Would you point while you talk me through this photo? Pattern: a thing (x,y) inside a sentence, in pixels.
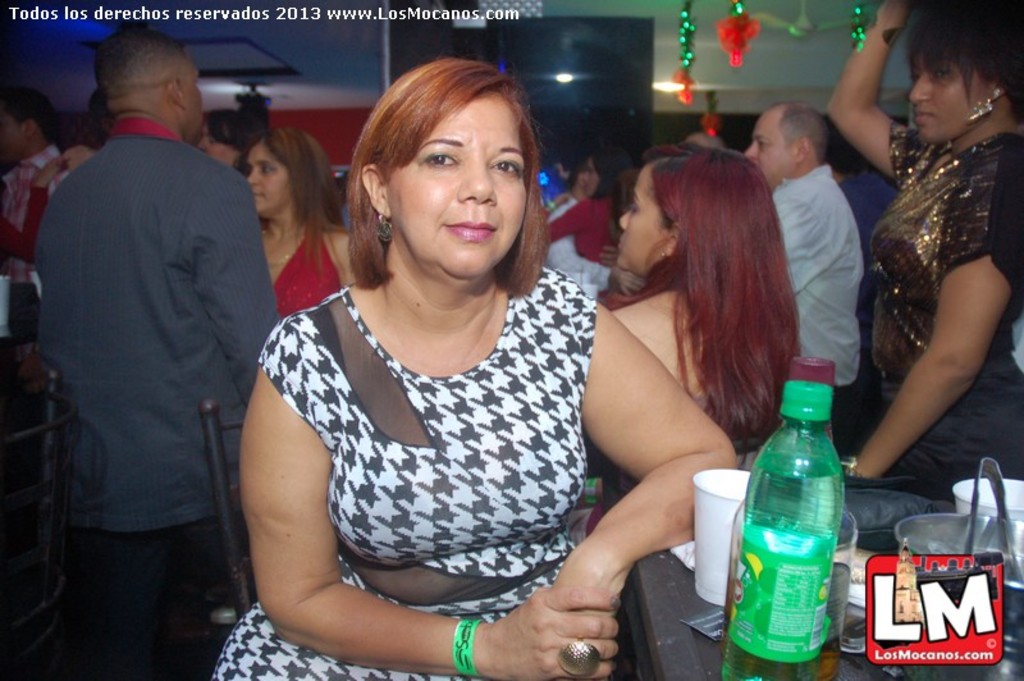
This picture is of inside. On the right (952,489) there is a woman (987,399) standing and a table (699,642) on the top of which bottle (815,497), glasses (968,488) and some other items (986,520) are placed. In the center (465,277) there is a woman (459,439) wearing white color dress (505,437) and sitting on the chair (221,472). In the background (179,209) we can see the group of people (308,184) seems to be standing and there is a ceiling fan (794,24), lights (658,84) and wall (535,80) in the background (811,82) and there is a watermark (954,605) on the image.
